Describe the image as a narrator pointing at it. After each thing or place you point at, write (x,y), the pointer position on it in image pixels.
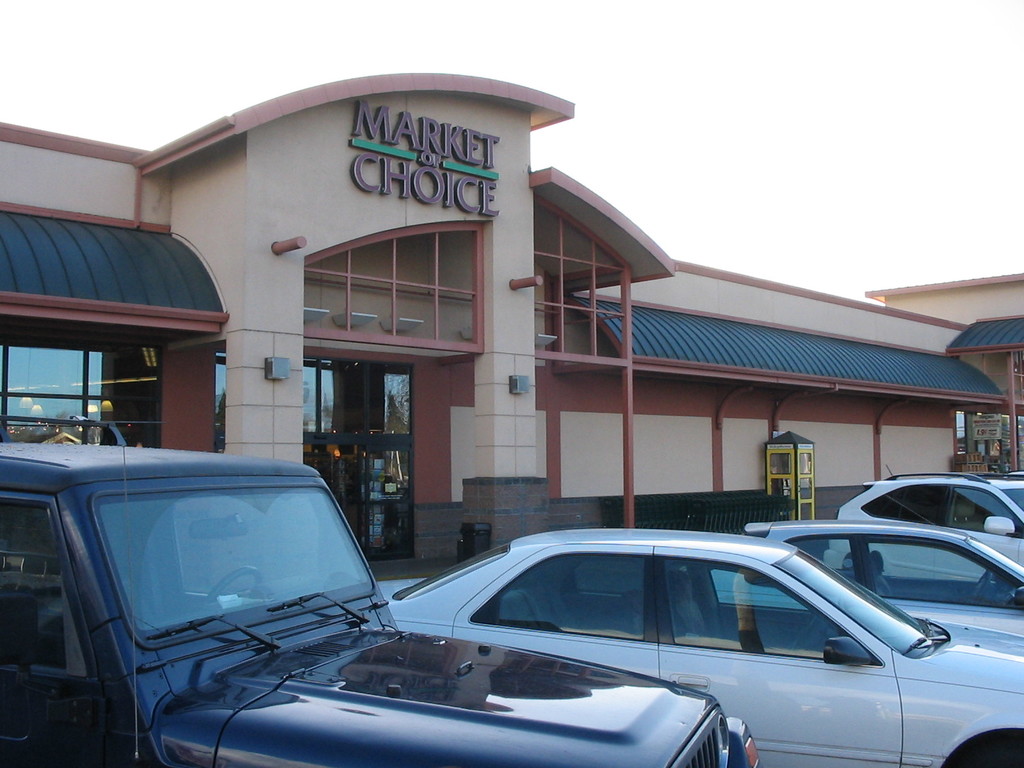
In the center of the image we can see cars (604,536) on the road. In the background (207,362) we can see buildings (688,332), telephone booth (788,457), windows (144,403), door (312,457), pillars (274,404) and sky (780,83).
